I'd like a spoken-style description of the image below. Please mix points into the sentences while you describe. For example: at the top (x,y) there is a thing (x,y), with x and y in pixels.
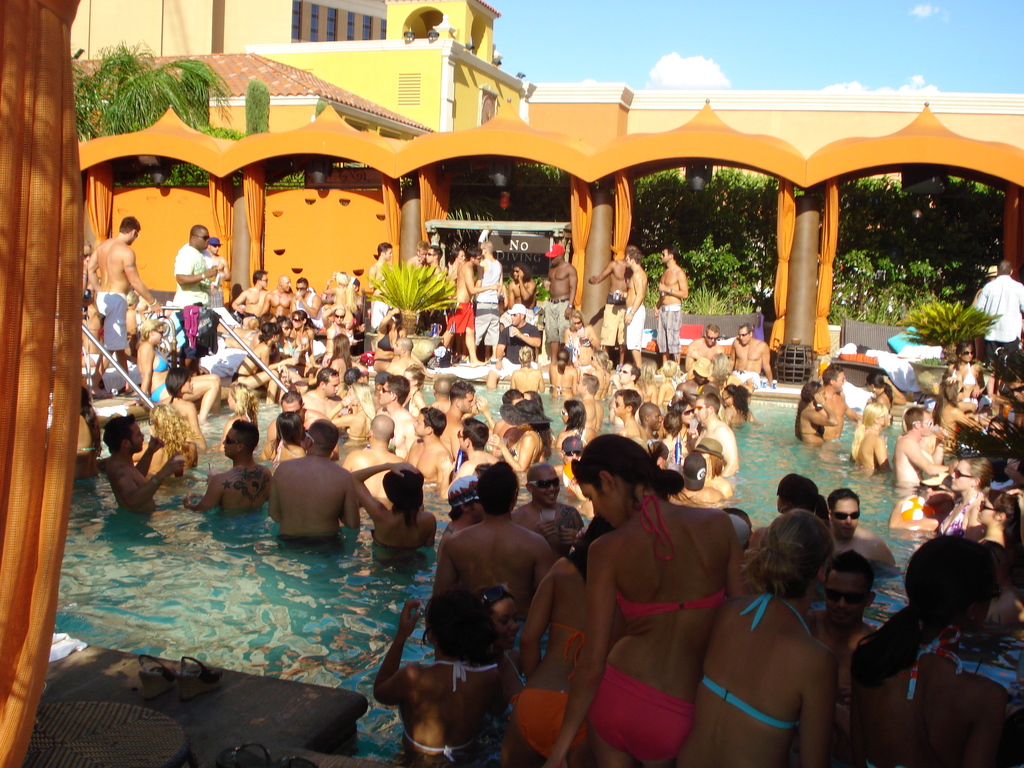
An outside picture. In-front there is a swimming pool (327,626). In a swimming pool (368,622) the number of people (973,589) are standing. Sky (795,24) is in blue color. In-front there is a building (410,43) with windows (354,26). Pillars (811,248) are in brown color. Beside this pillar (797,288) there is a orange curtain (784,236). Sandals (176,677). Far there are number of trees (150,100). The wall (314,209) is in orange color. Number of plants (753,202), backside of this pillars (606,258).
